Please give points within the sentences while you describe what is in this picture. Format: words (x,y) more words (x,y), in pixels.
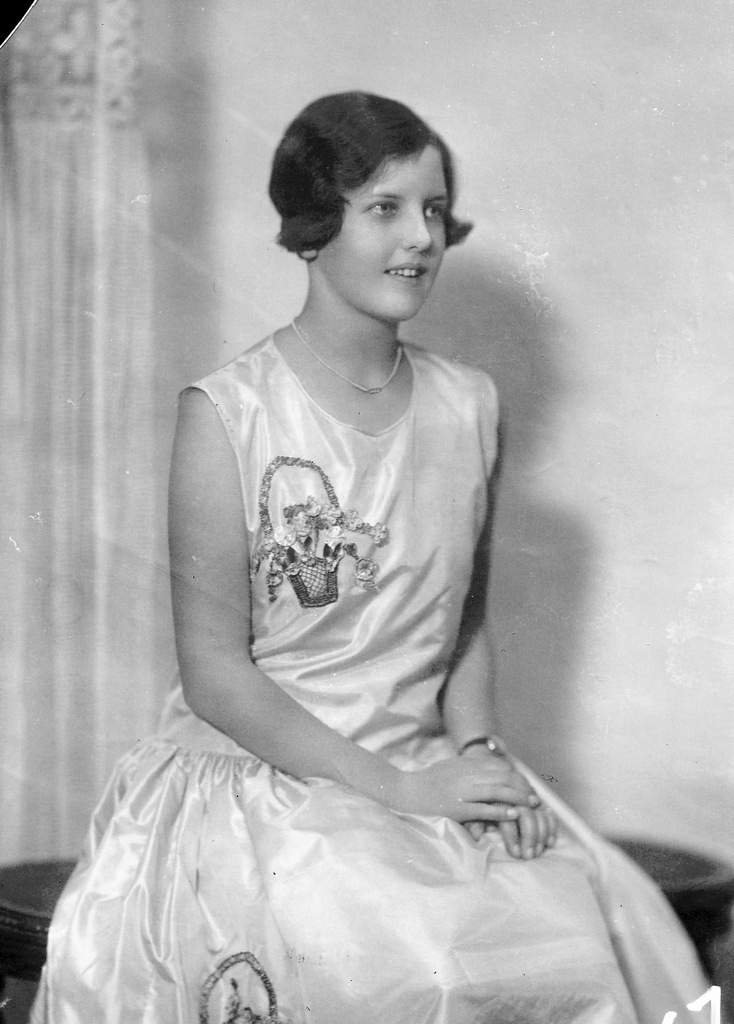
This image consists of a girl (370,780) wearing a long dress (415,914). She is sitting. In the background (38,147), there is a wall (613,569) along with curtain (30,671).
